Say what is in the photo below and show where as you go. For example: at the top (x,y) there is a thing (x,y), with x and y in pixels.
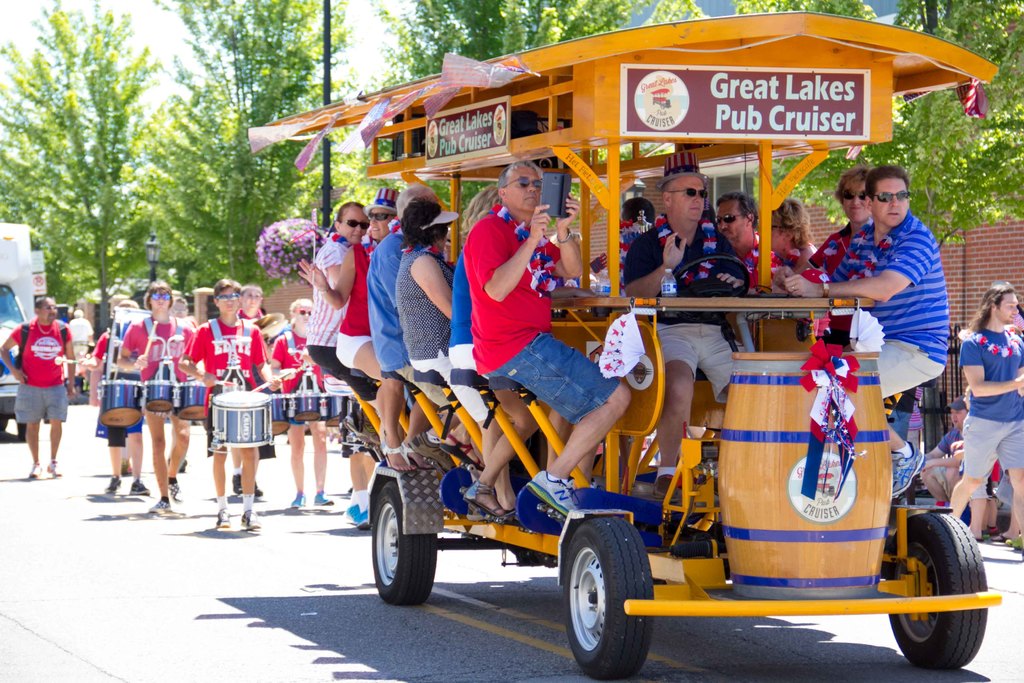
In this image there are a few people (667,259) sitting in a vehicle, there is a drum (782,405), few ribbons (820,351), flags (374,122) and boards (714,127) with some text (676,126) are on the vehicle (585,173), behind the vehicle (612,161) there are a few people (39,334) walking and playing drums (185,390), behind them there is a vehicle (2,270). In the background (329,102) there are trees (406,80) and a pole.
